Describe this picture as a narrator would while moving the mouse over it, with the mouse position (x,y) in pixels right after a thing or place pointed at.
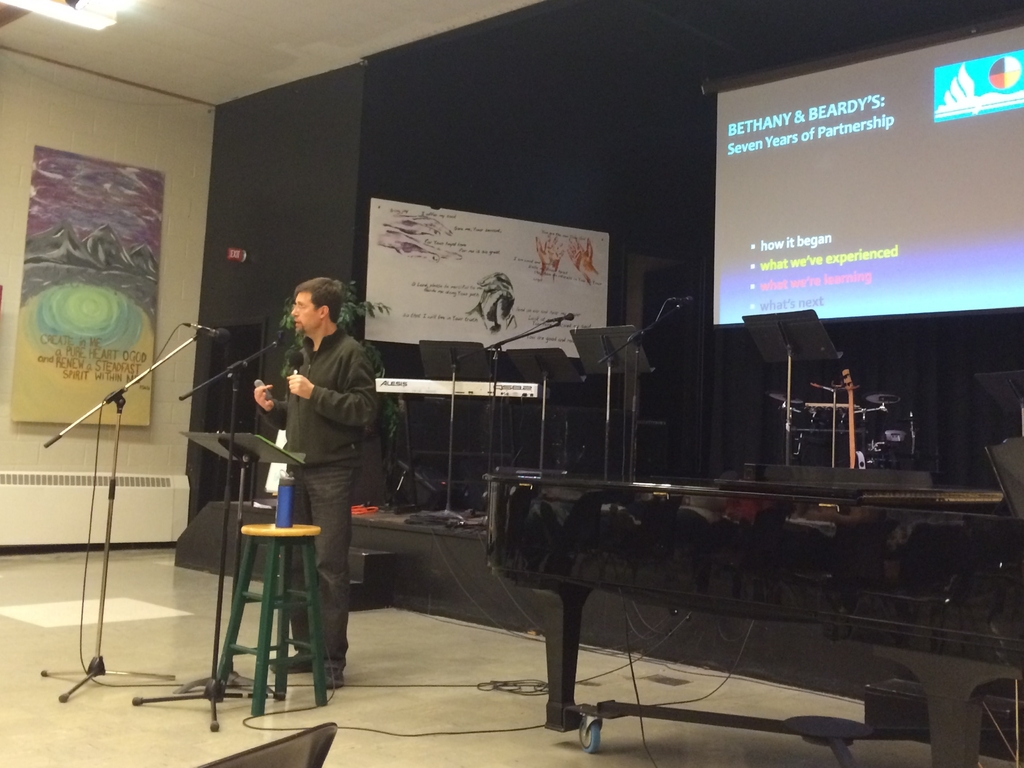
In this image I can see a man (313,287) is standing next to a mic (223,332). In the background (748,315) I can see few more mics (204,329) and a screen (732,195).
